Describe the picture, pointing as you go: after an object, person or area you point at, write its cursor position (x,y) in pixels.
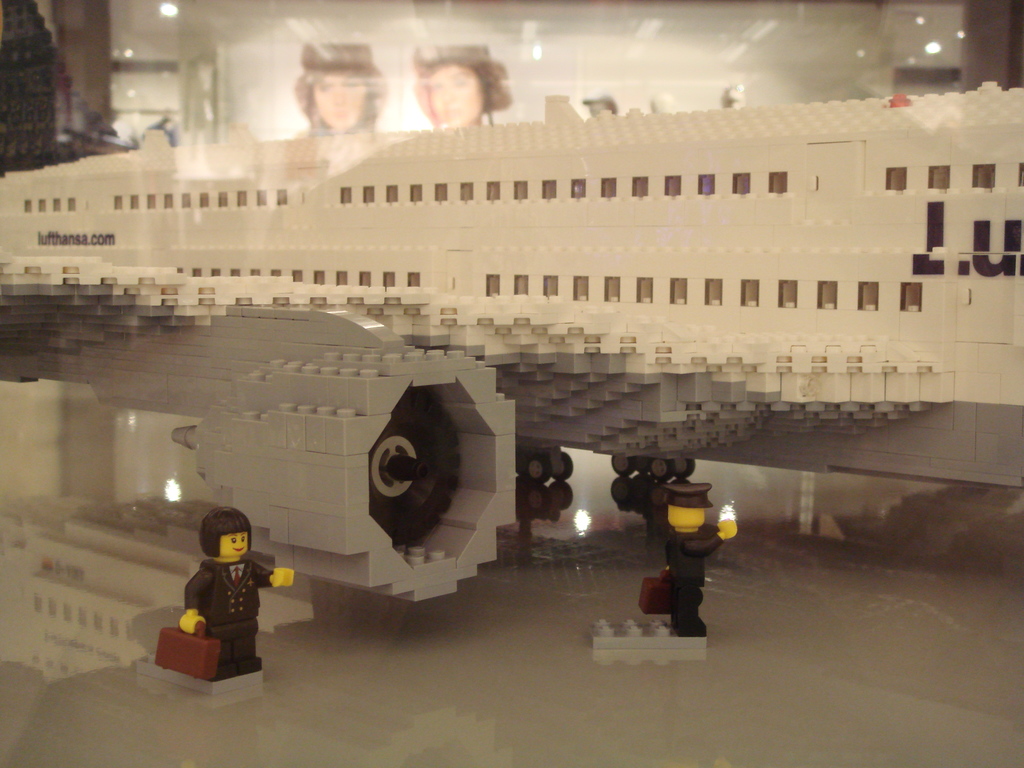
In the center of the image (538,339) there is an aeroplane (603,331) made with legos (402,314). At the bottom (216,617) there are two persons (219,634) made with legos (250,618). In the background (473,76) there is a wall (569,69).
